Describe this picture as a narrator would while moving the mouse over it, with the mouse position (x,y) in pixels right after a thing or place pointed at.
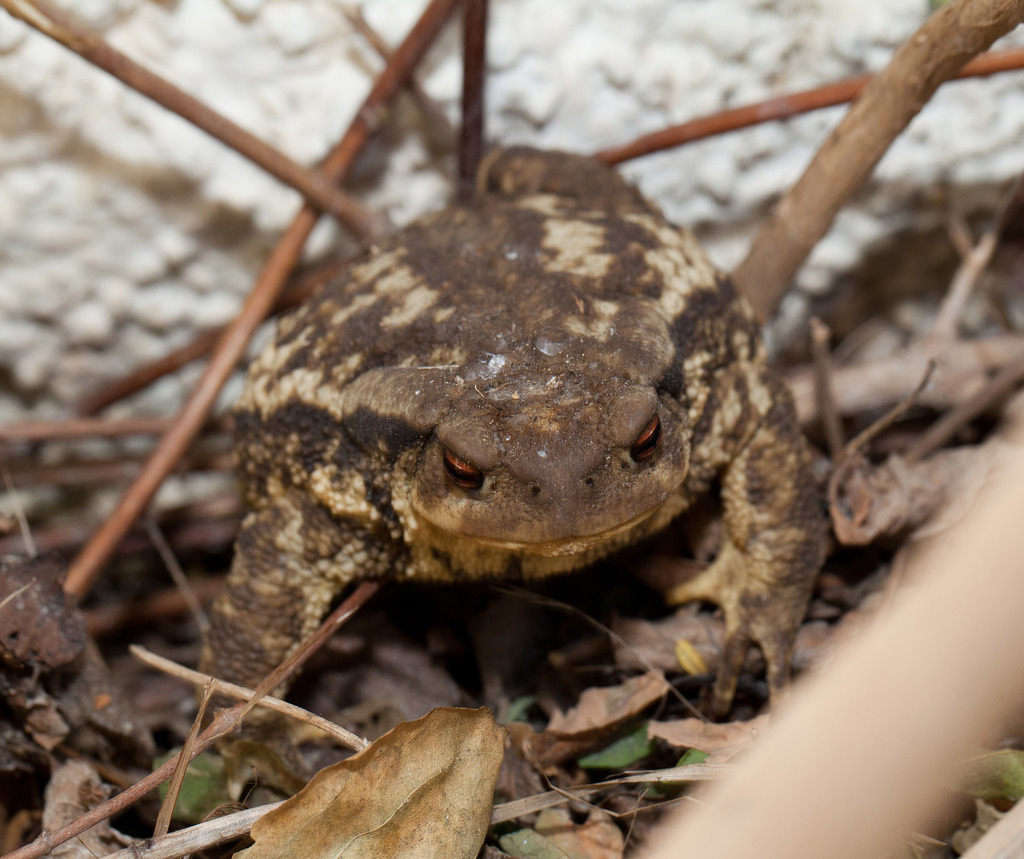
This is the picture of a frog (460,272) which is on the ground (415,650) on which there are stems (220,384), leaves (419,749) and some other things (265,339).
